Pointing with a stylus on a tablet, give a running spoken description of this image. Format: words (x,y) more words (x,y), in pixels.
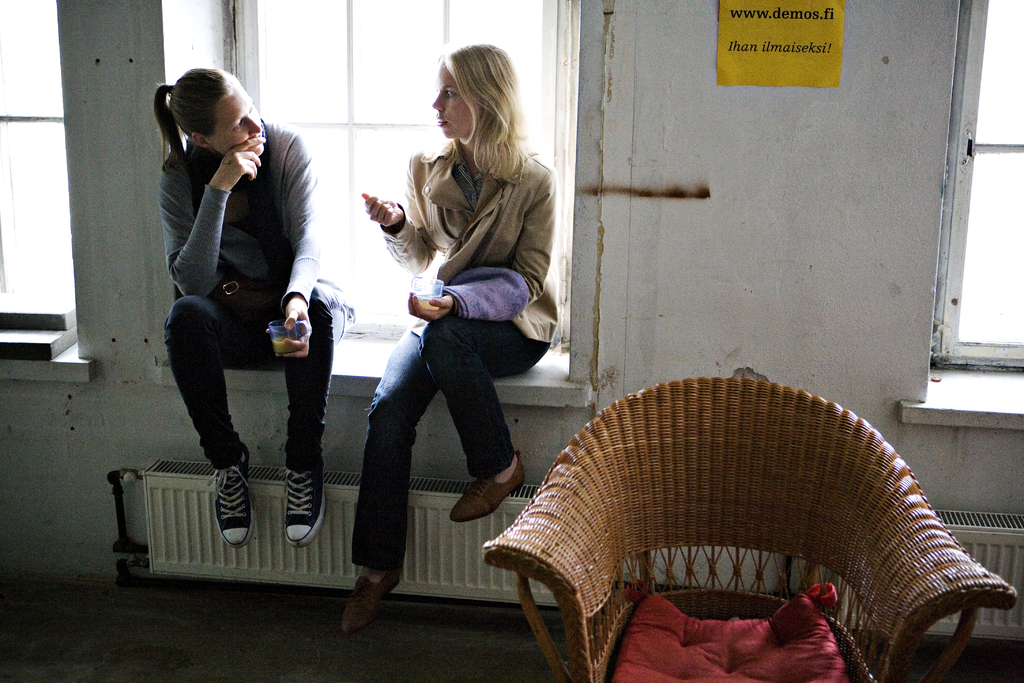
The picture is taken inside a room (511,402) where one chair (622,485) is present and one pillow (724,646) on it. Two women (479,469) are sitting in the window (339,352) with glasses (278,340) in their hands (421,315) and there is a wall (711,10) with one paper (729,24) sticked on it.
